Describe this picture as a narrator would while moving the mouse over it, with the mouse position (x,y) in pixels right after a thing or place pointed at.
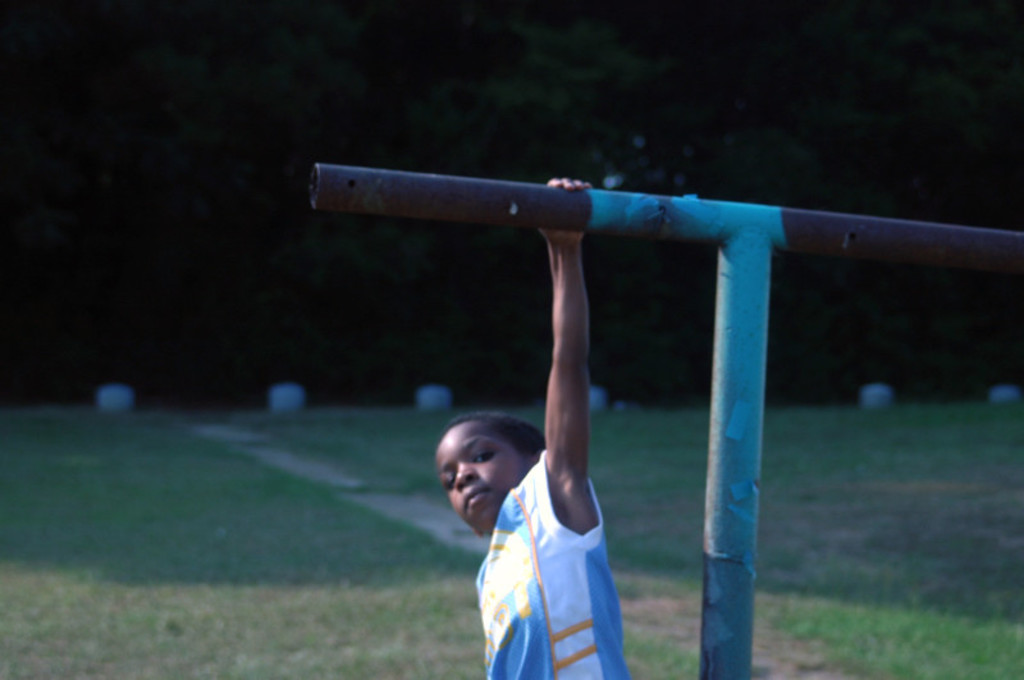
In this image there is a kid (573,359) holding a metal rod (521,213) in his left hand (556,253), in front of the kid (560,444) there is grass (279,474) on the surface (279,479), in the background of the image (268,334) there are trees (433,252).
